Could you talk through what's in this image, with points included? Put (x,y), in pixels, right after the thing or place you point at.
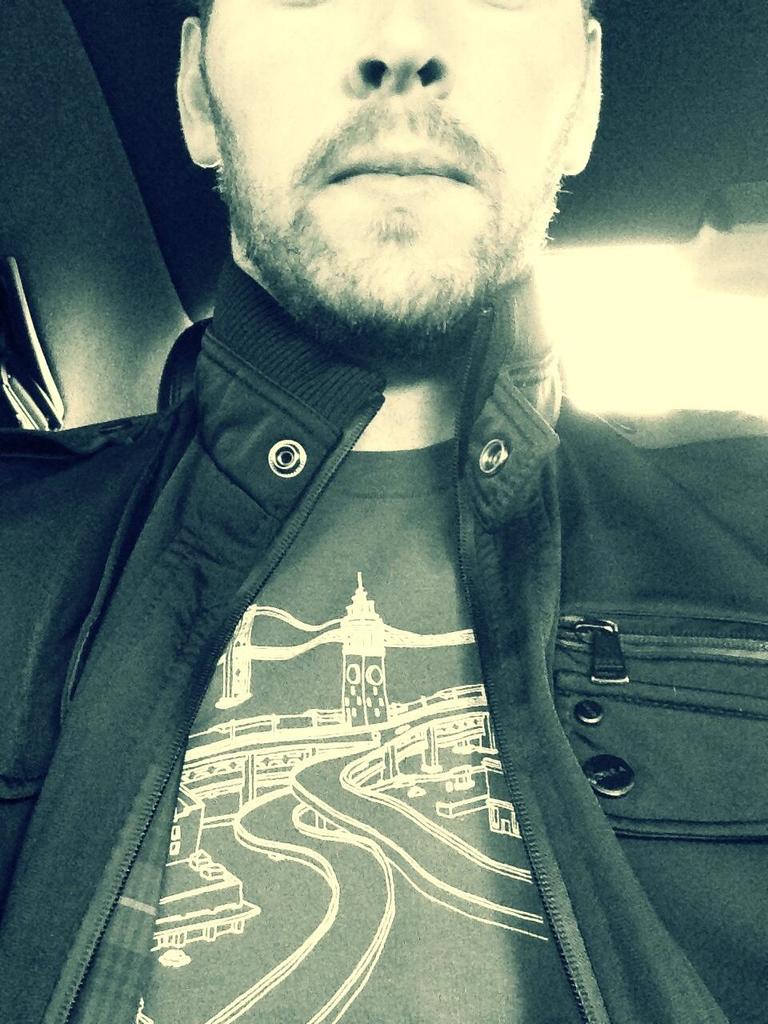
In this image, we can see a person (494,433) wearing clothes (306,545).
